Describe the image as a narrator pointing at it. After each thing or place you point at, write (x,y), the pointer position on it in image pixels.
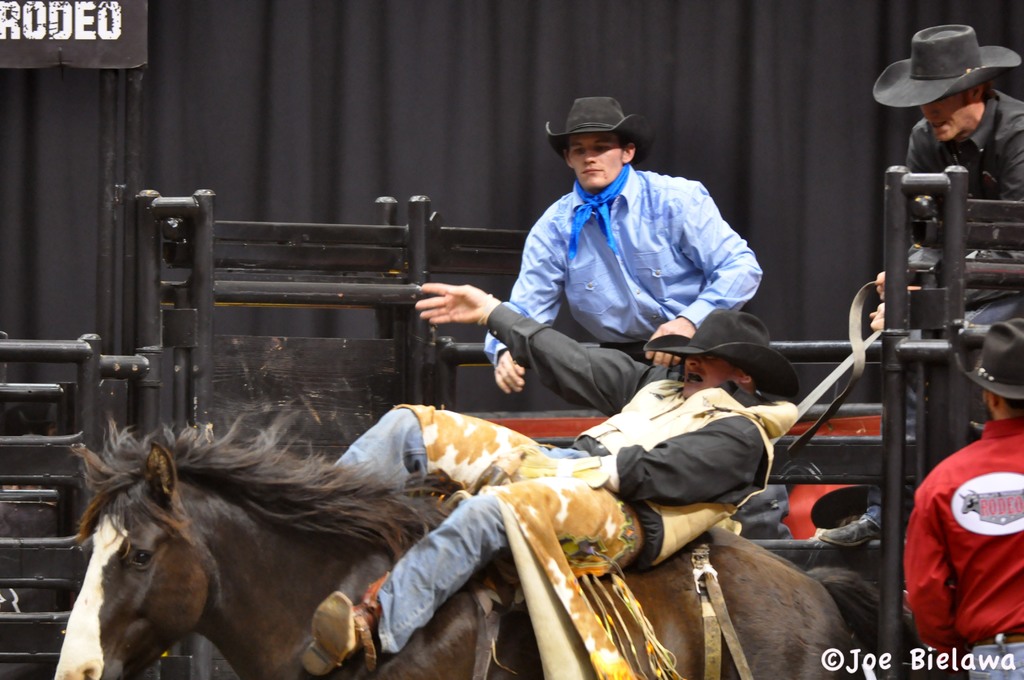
At the bottom of the image (752,475) a man (492,450) is riding a horse (329,474). Behind him there is fencing (396,306). Behind the fencing (315,306) few people (1006,298) are standing and watching. At the top of the image (303,184) there is a banner (23,9) and cloth (295,6).
